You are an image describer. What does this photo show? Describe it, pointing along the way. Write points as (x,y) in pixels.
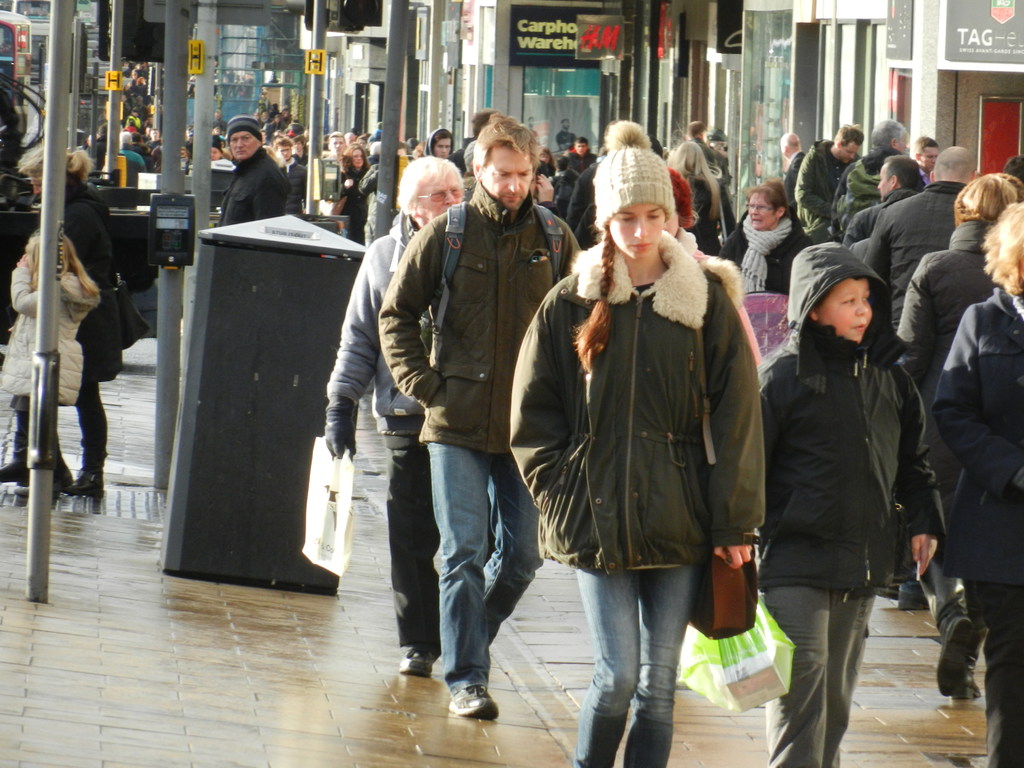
In this image I can see the ground (197,672), few metal poles (53,467), few yellow colored boards (104,79) attached to the poles (178,80), number of persons (770,450) wearing jackets (727,467) are standing on the floor (177,682), a metal box (273,444) which is grey in color and few buildings (414,65) on the right side of the image (732,87).
